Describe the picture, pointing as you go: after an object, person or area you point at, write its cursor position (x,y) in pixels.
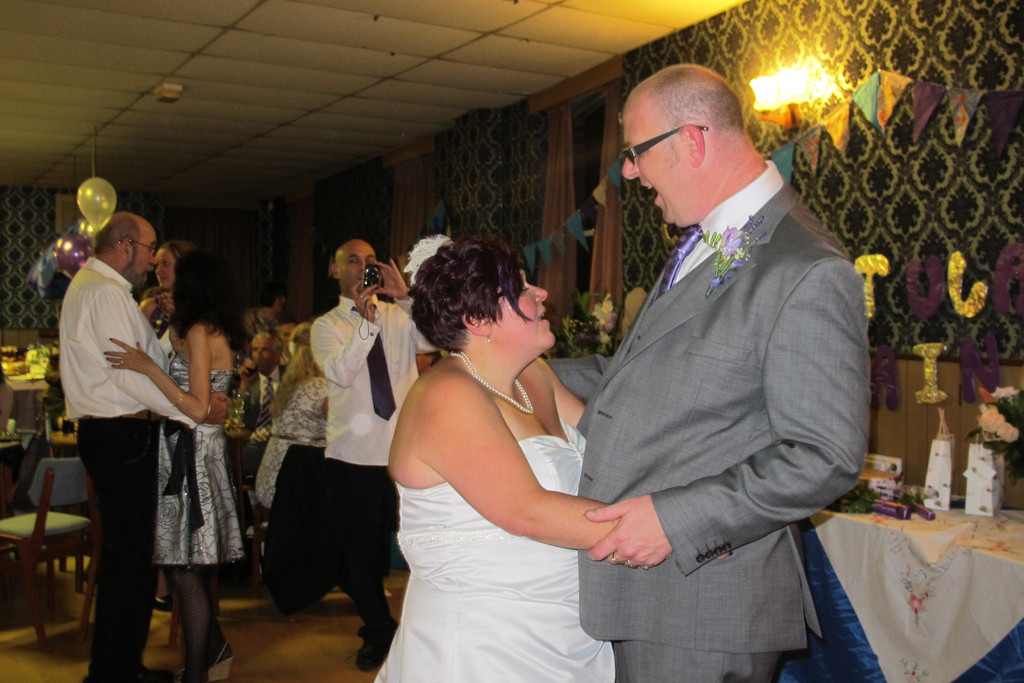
In this image we can see people (433,544). The man (389,514) standing in the center (416,322) is holding a camera (367,286). There are tables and chairs (62,485). We can see things (914,511) placed on the tables (56,445). In the background (909,228) there is a wall (498,172) and curtains (408,231). On the left (97,224) there are balloons (87,241). There is a decor (839,128) placed on the wall (344,226) and we can see a light (804,98).
